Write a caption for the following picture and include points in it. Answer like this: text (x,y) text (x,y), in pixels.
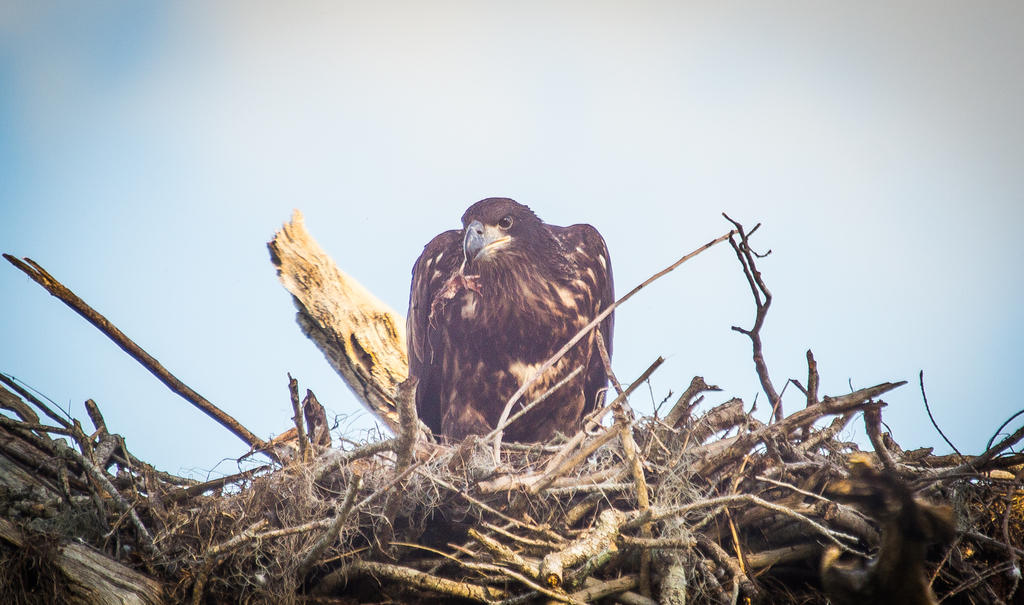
In this image we can see an eagle (586,353) standing on the branches (546,477) of a tree (757,525). In the background (944,226), we can see the sky (580,205).
